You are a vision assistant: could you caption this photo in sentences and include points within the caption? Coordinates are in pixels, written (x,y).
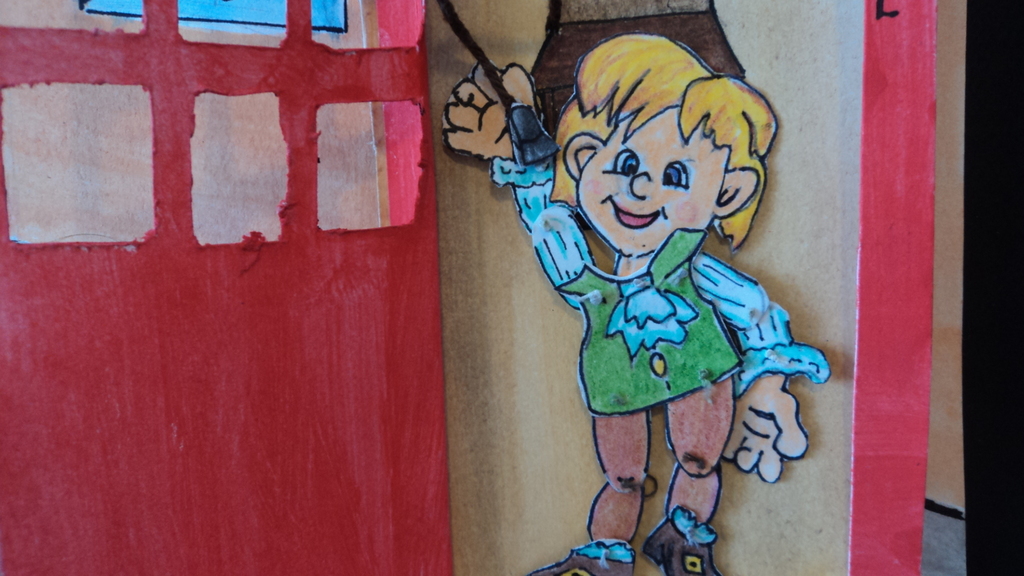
In the image there is a wall (806,477) with a painting (683,322) of a boy (688,288) holding rope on it.
